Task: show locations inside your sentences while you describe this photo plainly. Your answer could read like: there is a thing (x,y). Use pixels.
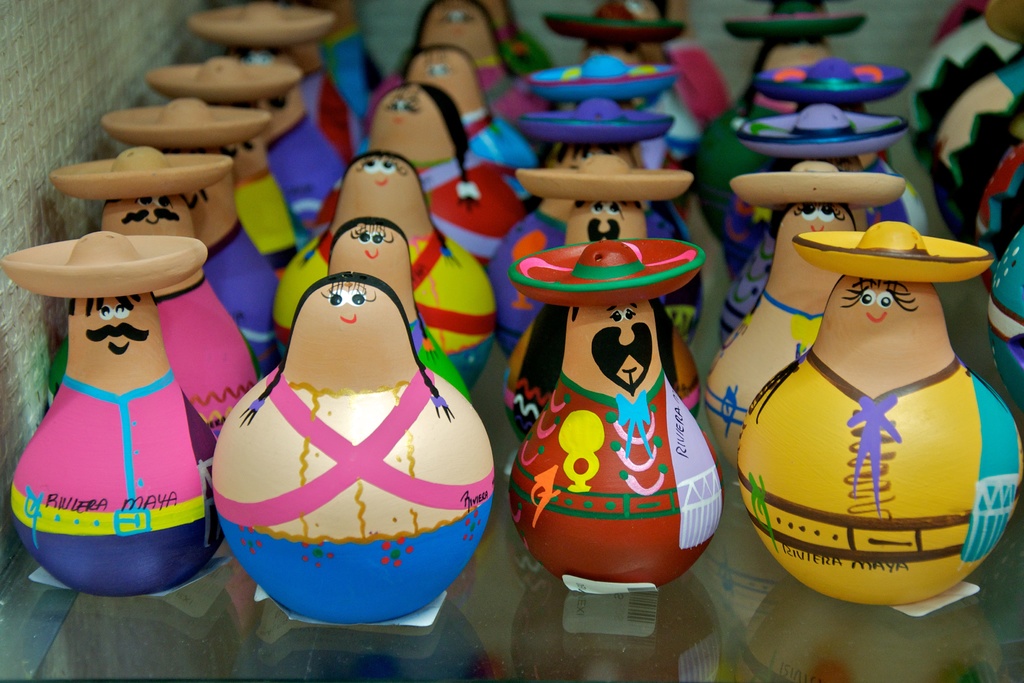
In this image we can see toys (612,461) on the glass (538,575). On the left side of the image (147,43) we can see wall (26,123).
